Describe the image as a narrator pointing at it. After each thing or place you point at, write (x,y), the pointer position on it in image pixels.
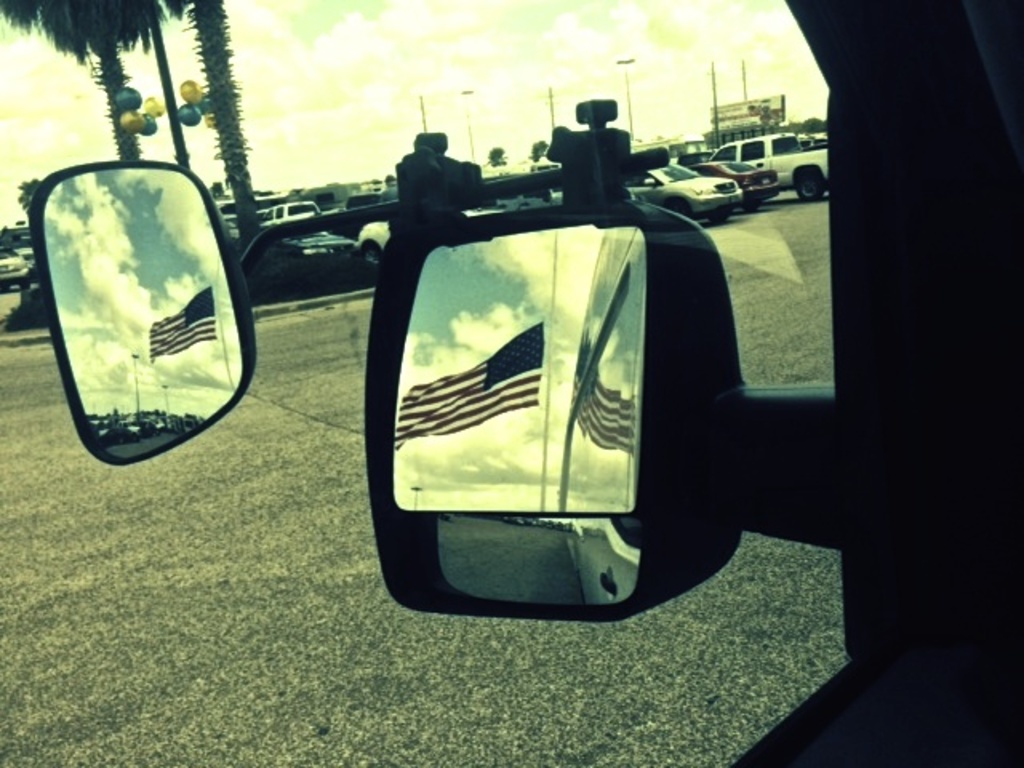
In this picture I can see the mirrors (177,262) in the middle (566,478), there are reflected images (431,407) of a flag (495,377) on them, in the background (719,148) I can see few cars (708,164) and trees (210,5). At the top (530,43), there is the sky (534,23).
